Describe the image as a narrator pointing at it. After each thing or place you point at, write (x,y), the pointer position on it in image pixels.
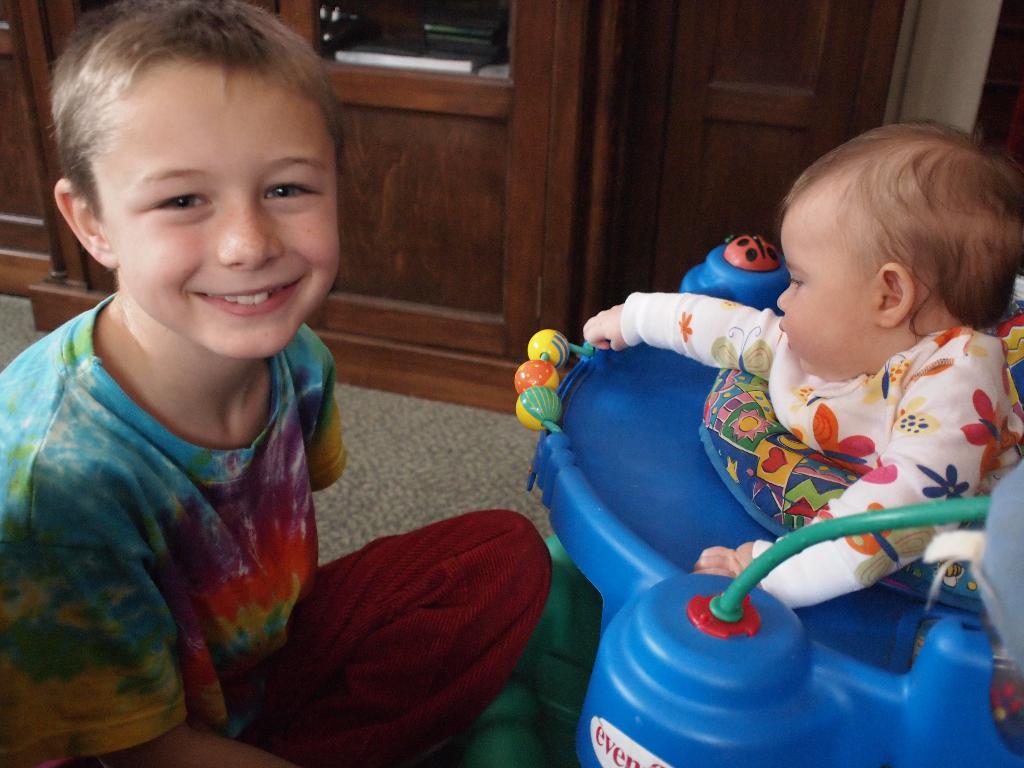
In this image we can see a boy (326,461) sitting on the floor (340,492). We can also see a child (813,425) in a baby walker (780,553). On the backside (464,263) we can see some objects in a cupboard (464,258).
